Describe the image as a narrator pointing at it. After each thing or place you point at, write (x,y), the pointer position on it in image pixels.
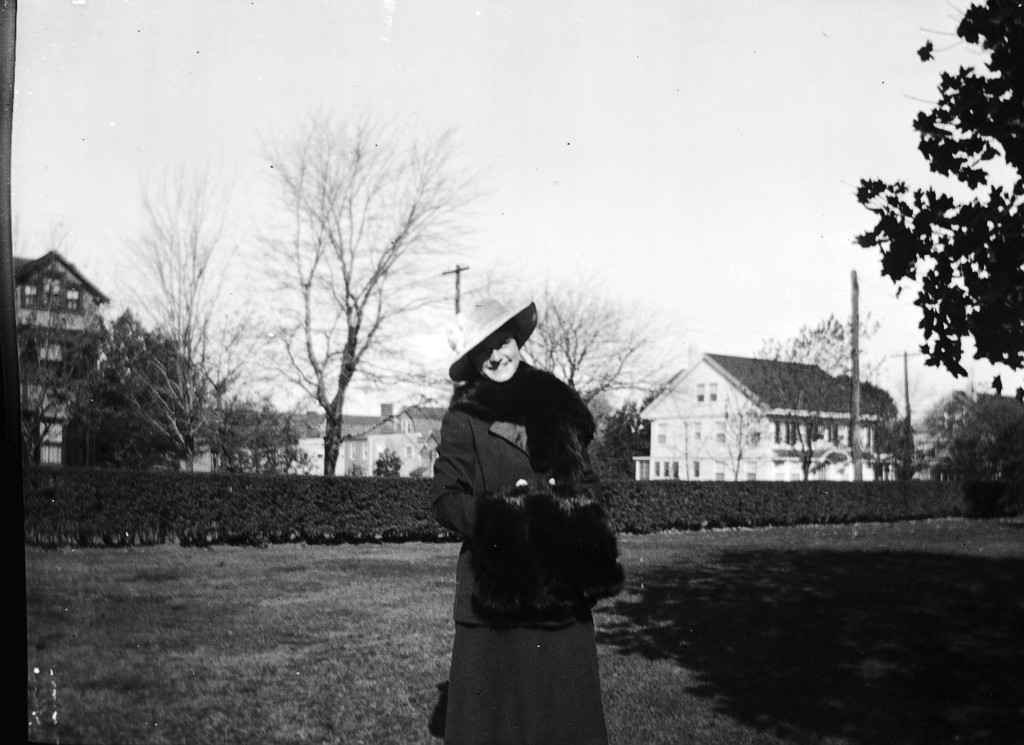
In this image we can see a black and white photo. In this image we can see a person (512,510), plants (44,490), grass (804,553), trees (894,255), houses (830,387) and other objects (607,598). On the right side (1014,300) top of the image (1022,214) it looks like a tree (953,249). At the top of the image (688,200) there is the sky (772,175).
